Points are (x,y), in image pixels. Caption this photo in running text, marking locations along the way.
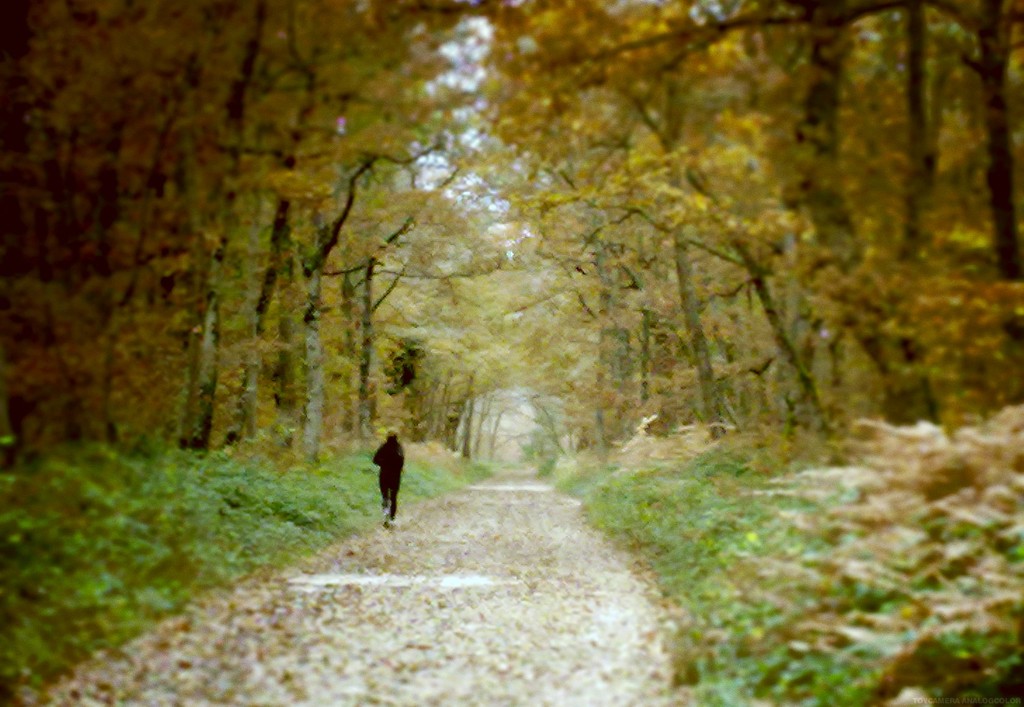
In this image we can see a person (385,484) running on the ground (399,531). Image also consists of many trees (307,203). We can also see the grass (278,509).
